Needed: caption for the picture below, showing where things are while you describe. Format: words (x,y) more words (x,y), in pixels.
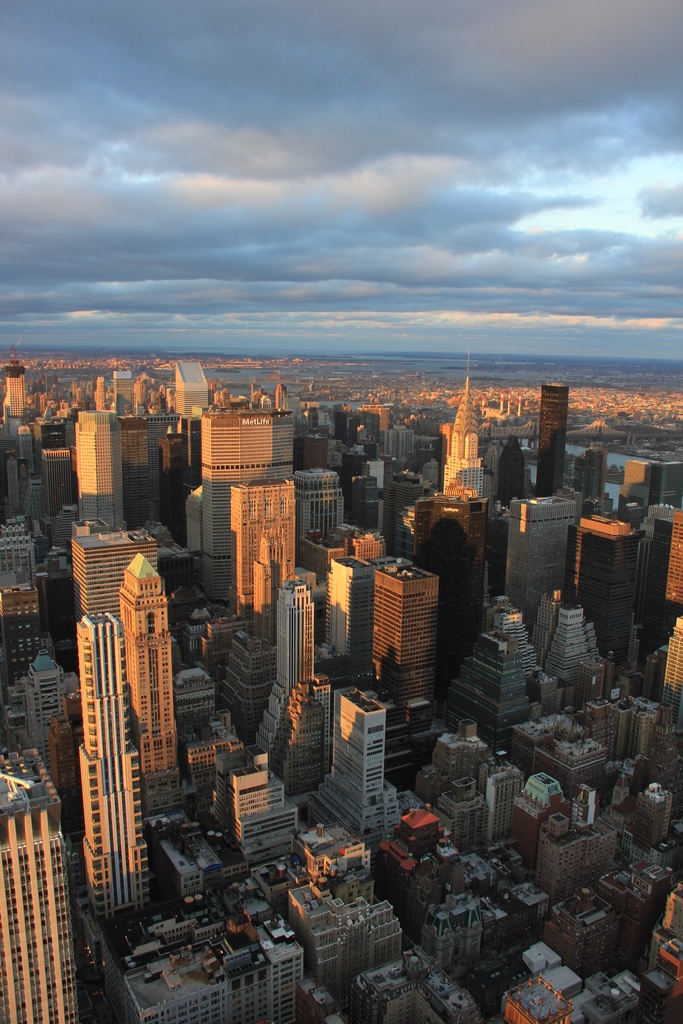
This is the overview of the city (317,466) where we can see buildings (368,912). At the top of the image (303,126) sky (173,228) is covered with clouds (246,123).
